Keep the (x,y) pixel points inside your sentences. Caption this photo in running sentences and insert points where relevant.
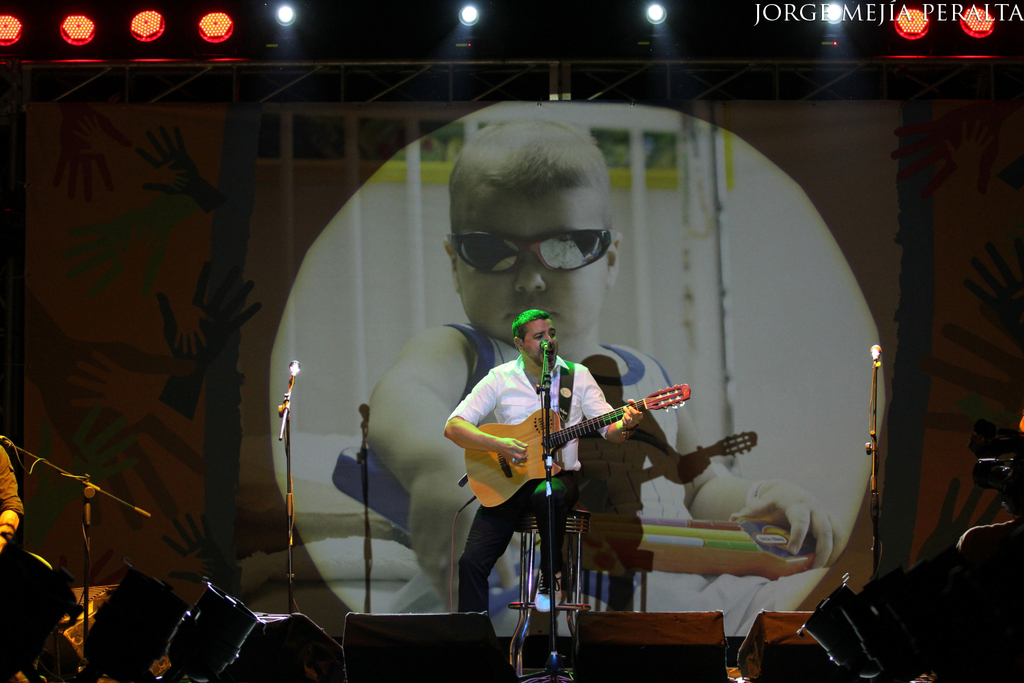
In this image I can see a man (566,504) is sitting and holding a guitar (592,431). I can also see few mics (549,525) and in the background (626,249) I can see a picture (428,225) of a boy (421,429).
